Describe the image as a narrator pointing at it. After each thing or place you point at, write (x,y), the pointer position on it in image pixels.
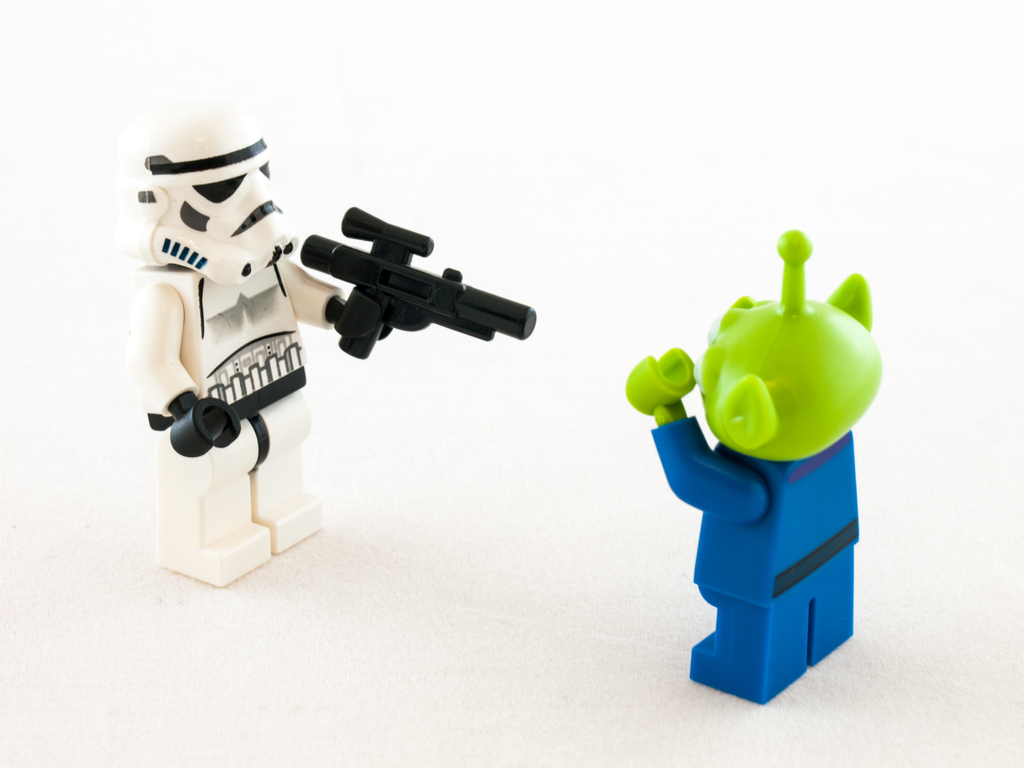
In this image I can see two toys (295,297). I can see colour of these toys (298,399) are white, black, green and blue. I can also see white colour in the background (141,502).
